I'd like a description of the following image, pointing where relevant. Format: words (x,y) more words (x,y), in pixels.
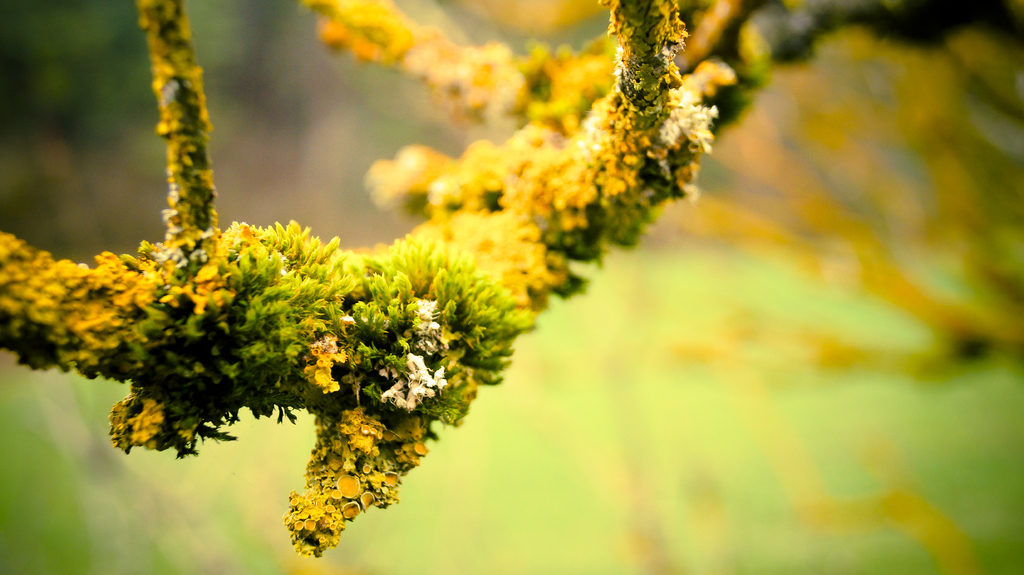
In the picture there is a branch (475,310) of a larch tree (304,354) and the background of the branch (287,392) is blur.
